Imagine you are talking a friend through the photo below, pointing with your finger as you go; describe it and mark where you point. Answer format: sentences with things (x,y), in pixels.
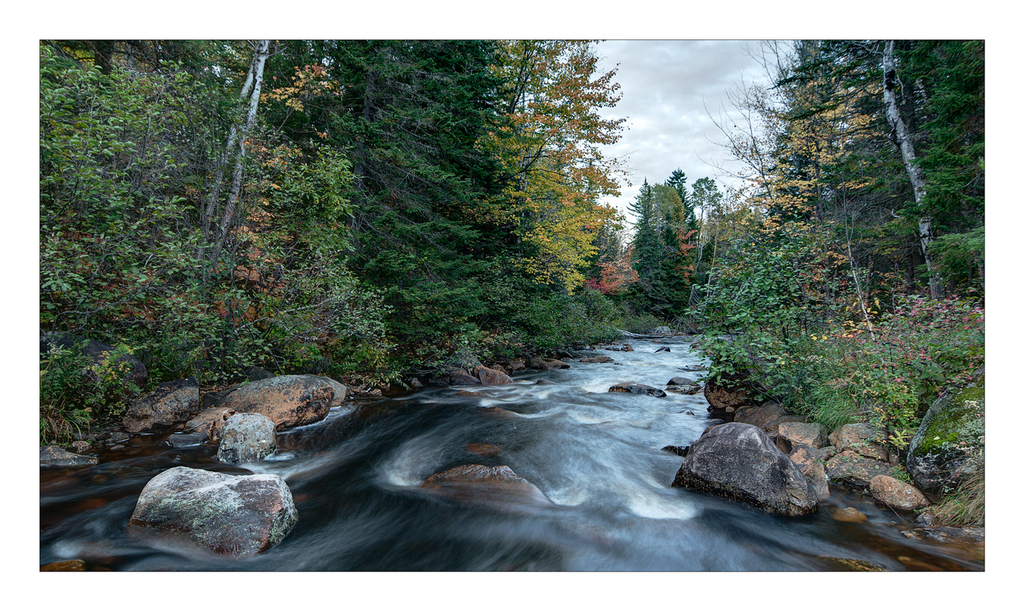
In this image I can see the water (600,500), few rocks (484,480) and few trees (478,255) on both sides of the water (667,423) which are green, yellow and orange in color. In the background (692,114) I can see the sky (676,92).
